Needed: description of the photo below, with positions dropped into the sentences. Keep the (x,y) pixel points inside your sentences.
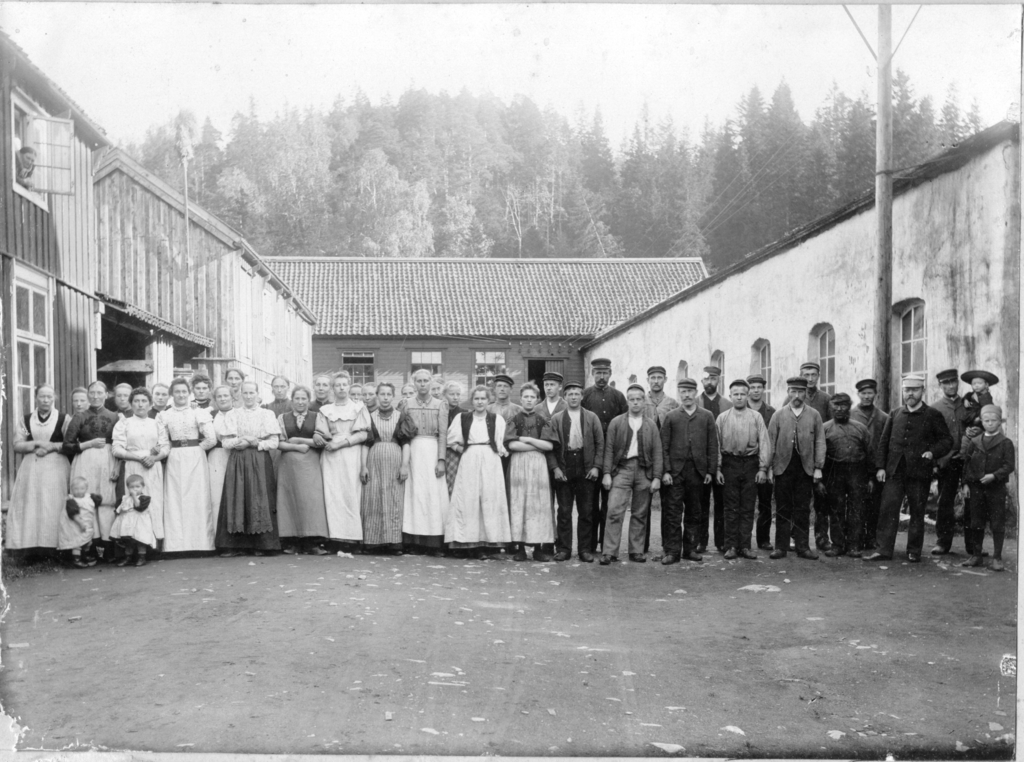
This is a black and white image, in this image in the center (523,477) there are a group of people (544,475) standing and there are some children (120,522). At the bottom (485,577) there is walkway (180,666), and in the background (230,302) there are buildings (383,339), windows (910,331), pole (876,345) and trees (623,176).
